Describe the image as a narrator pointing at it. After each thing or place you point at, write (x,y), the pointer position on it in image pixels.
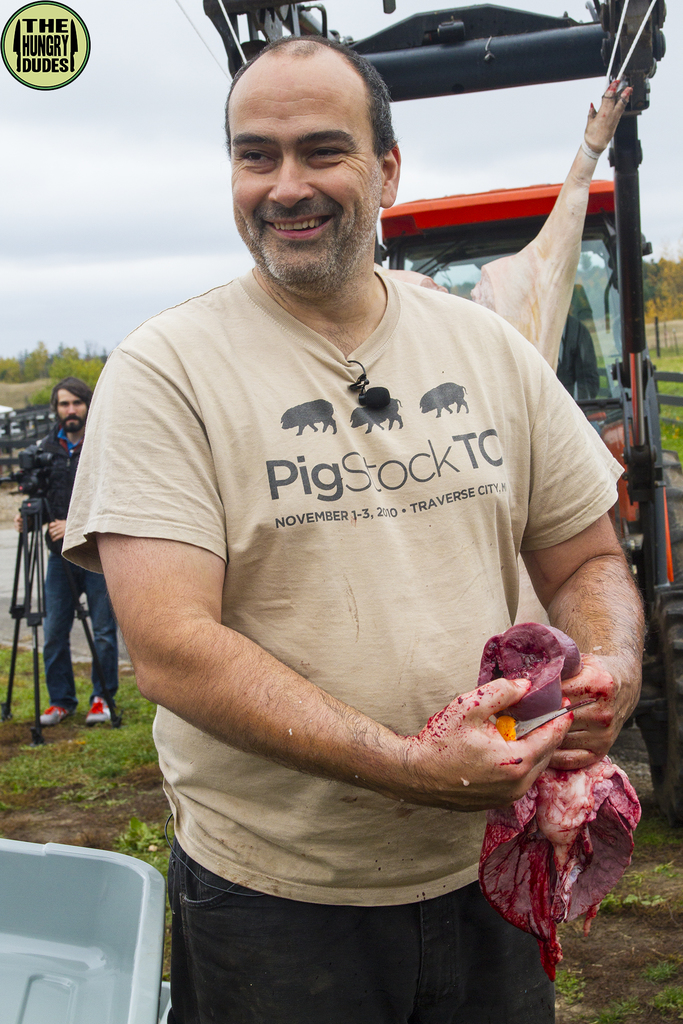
In the center of the image (314,494) a man (314,494) is standing and holding a meat (587,795) in his hand (527,774). At the bottom left corner (137,931) container (102,956) is there. On the left side of the image (39,497) a man (58,389) is standing and holding a camera stand (24,497) in his hand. On the right side of the image (602,348) a vehicle (606,372) is present. In the background of the image (93,360) trees (90,382) are there. At the bottom of the image (121,779) ground (81,782) and grass (86,767) are present. At the top of the image (174,163) sky (209,118) is there.
